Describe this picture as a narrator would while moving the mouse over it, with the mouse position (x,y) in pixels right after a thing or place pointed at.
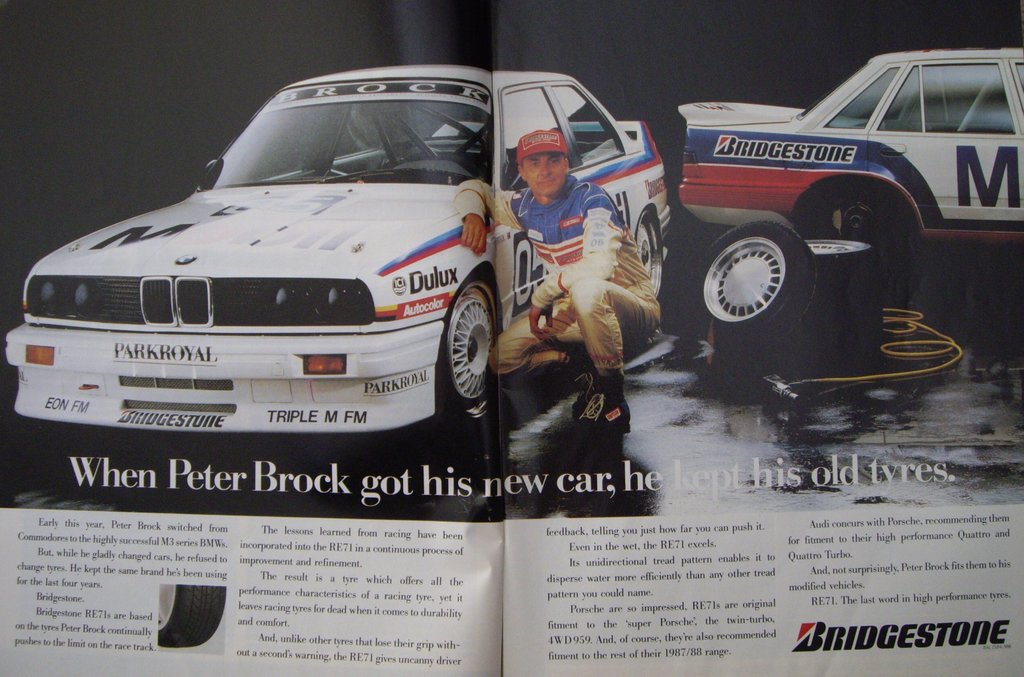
In this picture we can see a paper (627,533), in the paper (429,296) we can find few cars (348,353) and a man (555,302).
